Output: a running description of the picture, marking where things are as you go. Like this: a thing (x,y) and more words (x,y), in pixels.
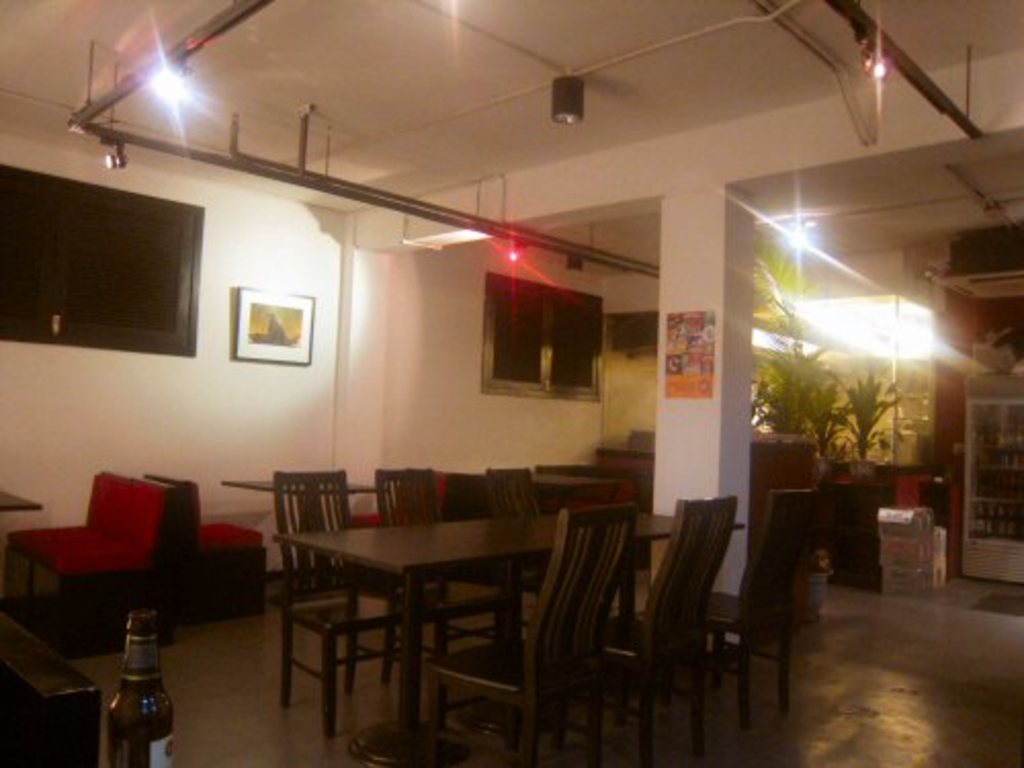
Here we can see a dining table (447,547) and chairs (608,521) on the floor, and at side here is the pillar (690,435), and here is the wall (426,357) and photo frame (289,339) on it, and here is the window (93,287), and here are the trees (823,376), and at above here are the lights (810,226).
